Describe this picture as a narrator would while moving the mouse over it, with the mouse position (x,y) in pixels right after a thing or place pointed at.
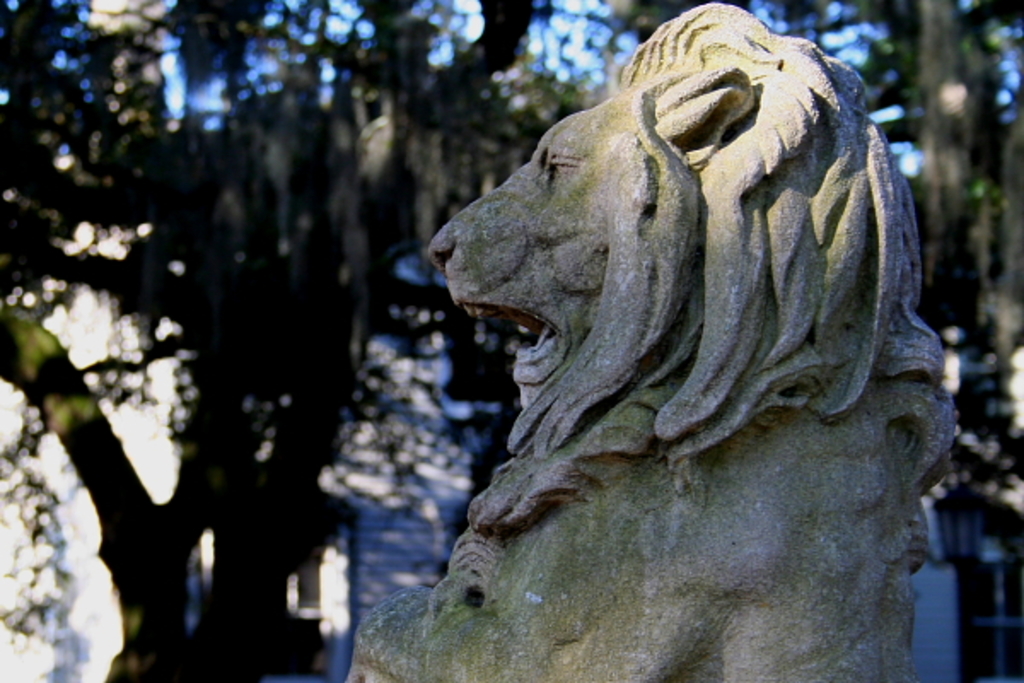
In the foreground of the picture (569,332) there is sculpture of lion (642,424). In the background (326,168) there are trees (977,171). Sky (574,29) is sunny.
